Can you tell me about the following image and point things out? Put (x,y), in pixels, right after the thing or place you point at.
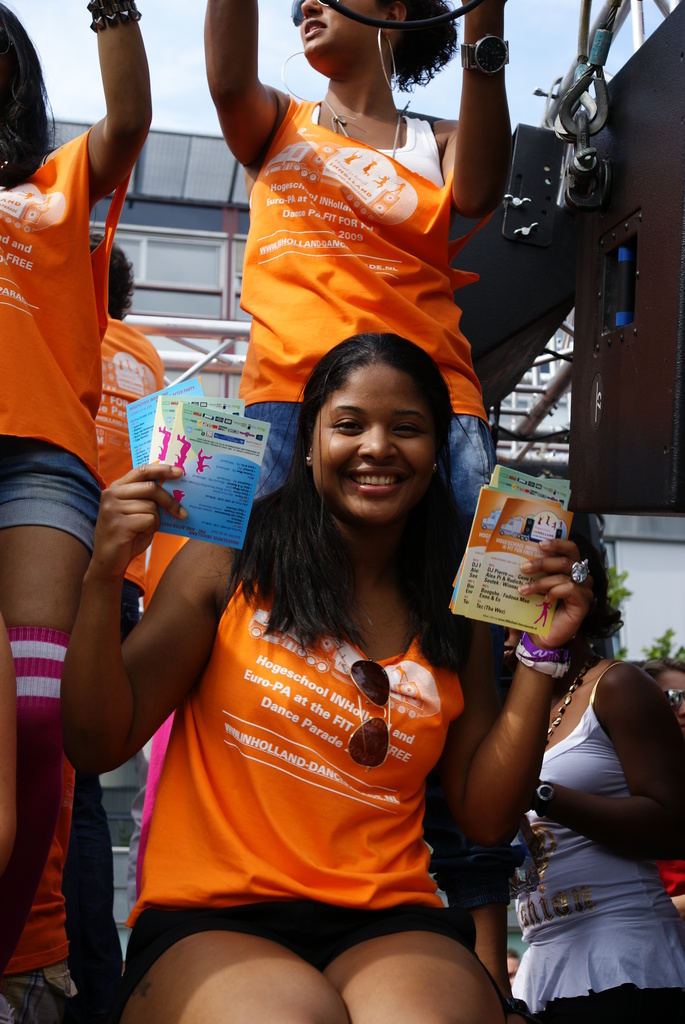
In this image we can see persons (401,882) standing and one of them (359,972) is sitting on the wall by holding papers (532,621) in the hand (528,590). In the background (203,103) there are grills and sky (296,66).
